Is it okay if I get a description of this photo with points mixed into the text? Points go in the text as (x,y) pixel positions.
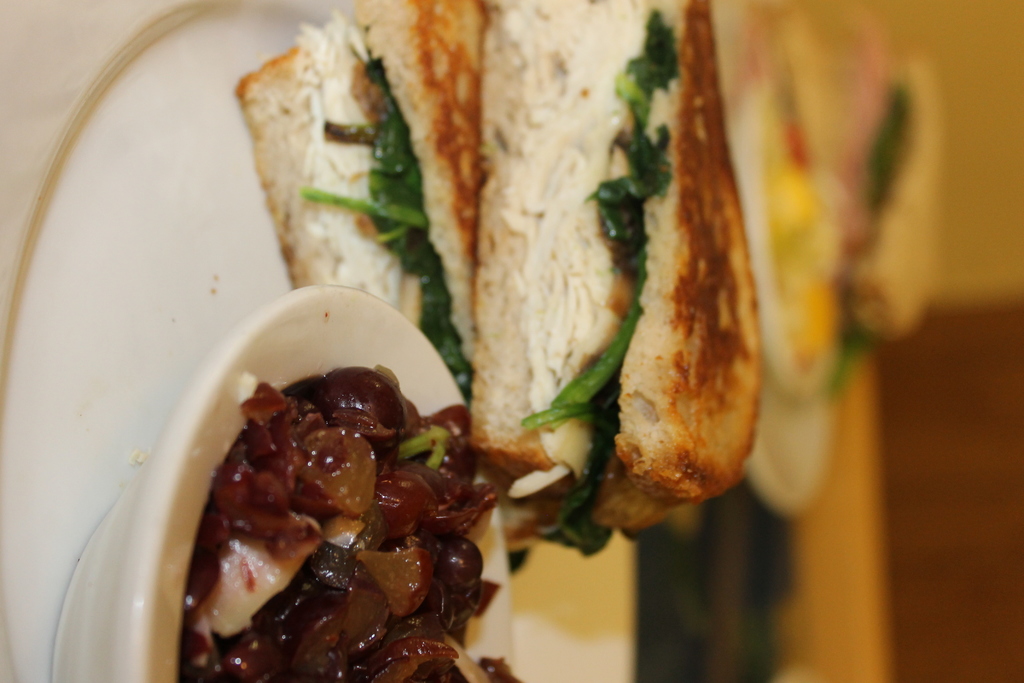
In this image I can see the plate (187,126) with food (463,137). The plate (118,218) is in white color and the food (390,91) is in brown, green and cream color. There is a white color bowl (269,366) beside the food (449,114). It is on the table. In the background (796,381) it is blur.
